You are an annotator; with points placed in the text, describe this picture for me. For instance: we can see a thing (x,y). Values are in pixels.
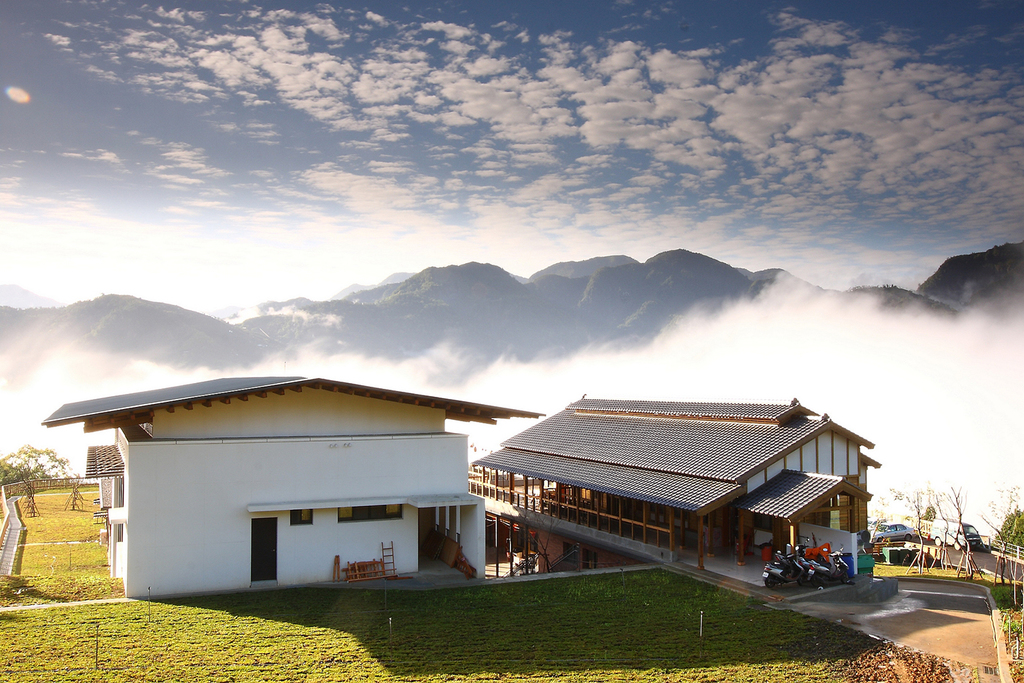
In this picture we can see some buildings (355,558), few vehicles (781,576) are parked and we can see grass (356,638), hills (641,316), fog (904,340) and clouded sky (863,101).
